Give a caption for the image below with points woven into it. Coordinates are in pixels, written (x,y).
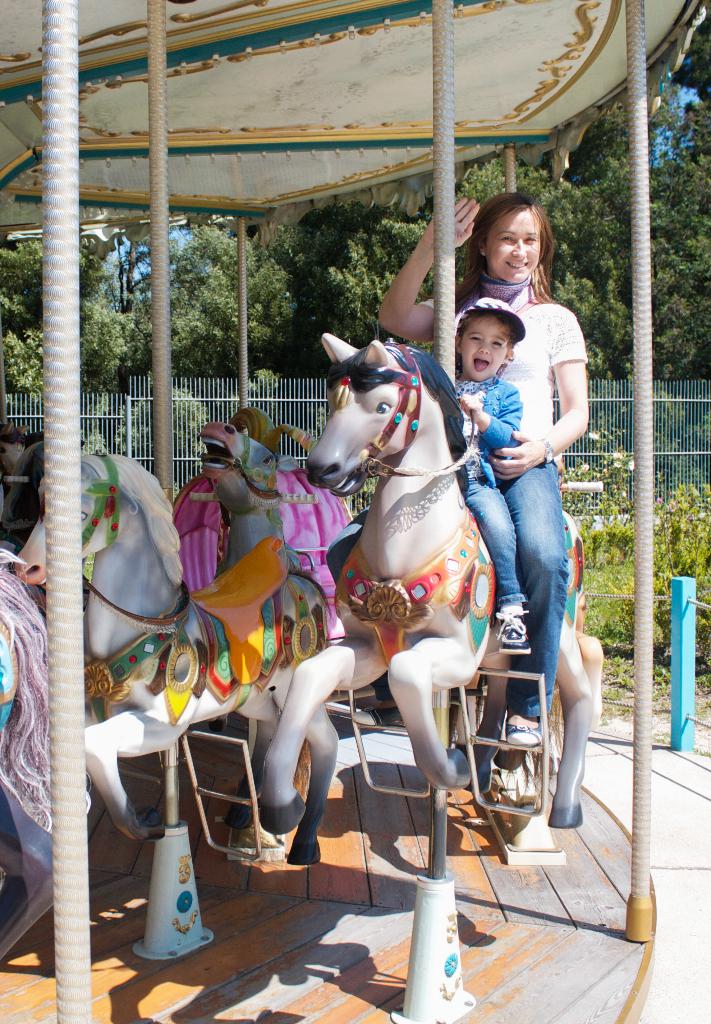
In this image I can see 2 people (547,339) sitting on a carousel (481,676). There are plants (620,590), fence (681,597) and trees (674,336) at the back (540,203).
